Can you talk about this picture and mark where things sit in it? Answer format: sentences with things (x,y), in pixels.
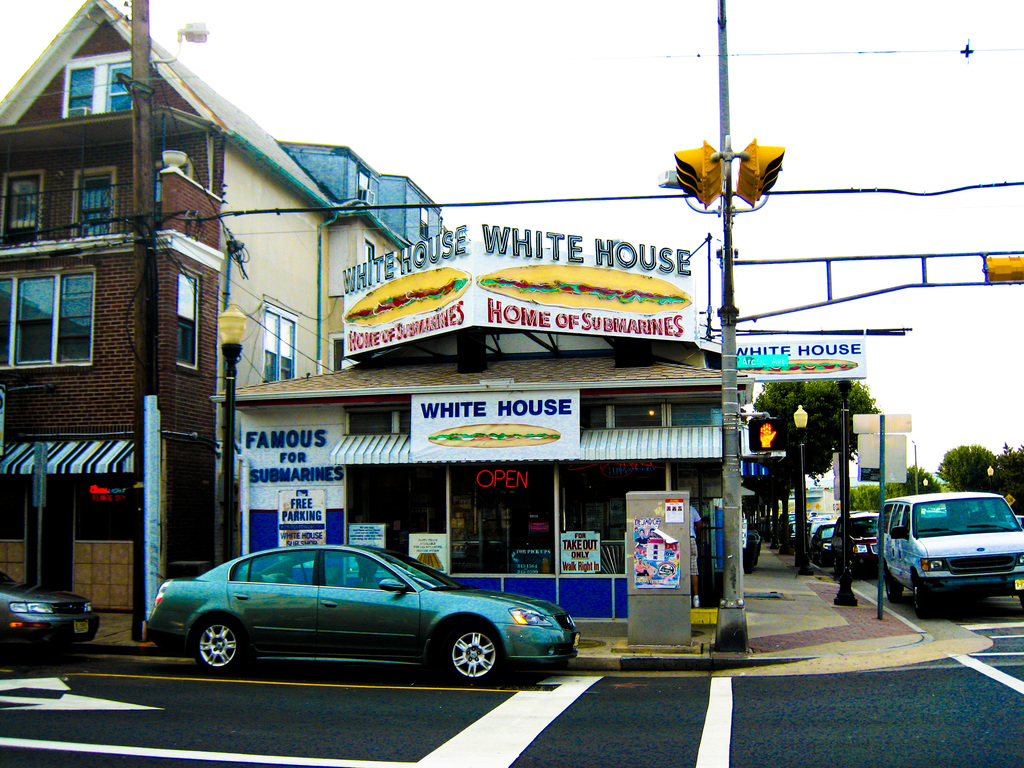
In front of the image there are cars (15,605) on the road (540,746). There are light poles (806,447), traffic lights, electrical poles (737,469) with cables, electrical box (633,635), poles (842,602), boards (874,466). In the background of the image (87,301) there are buildings (87,301), trees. At the top of the image (629,170) there is sky (958,342).
